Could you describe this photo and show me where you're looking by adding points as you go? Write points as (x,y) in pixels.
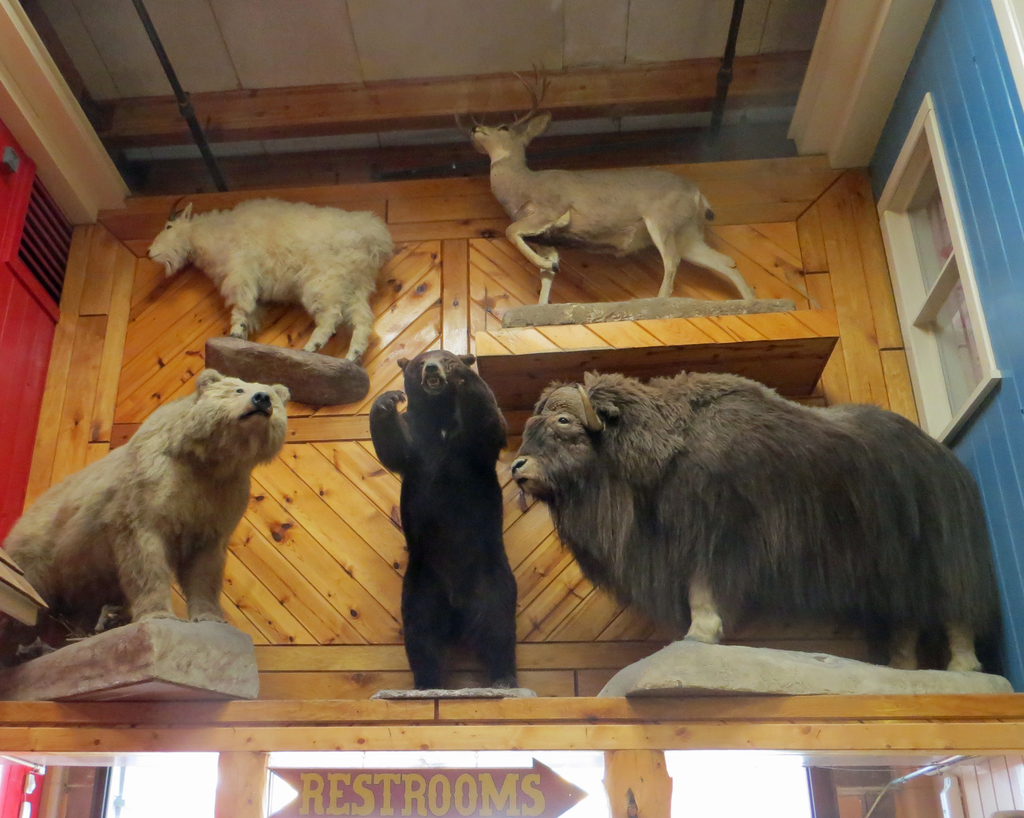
In the picture we can see some animal statues (862,610) are placed on the wooden plank (469,719) and behind it, we can see a wooden wall (390,331) and under the wooden plank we can see a name restrooms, and to the ceiling (201,173) also we can see a wooden plank (593,106) and into the wall (895,158) we can see a window (909,155) with a glass (944,367).
